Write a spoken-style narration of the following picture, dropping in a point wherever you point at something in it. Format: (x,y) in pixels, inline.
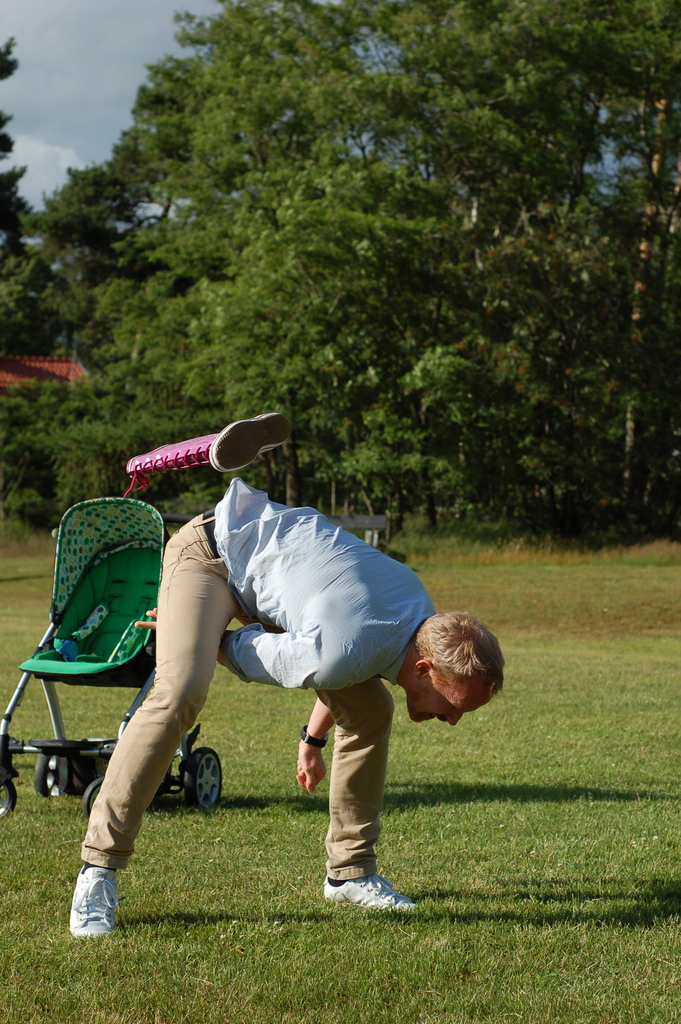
In this picture I can see a person (354,588) on the green grass (260,899) I can see the wheel cradle (135,602). I can see trees (268,261). I can see clouds (66,79) in the sky (82,100).
